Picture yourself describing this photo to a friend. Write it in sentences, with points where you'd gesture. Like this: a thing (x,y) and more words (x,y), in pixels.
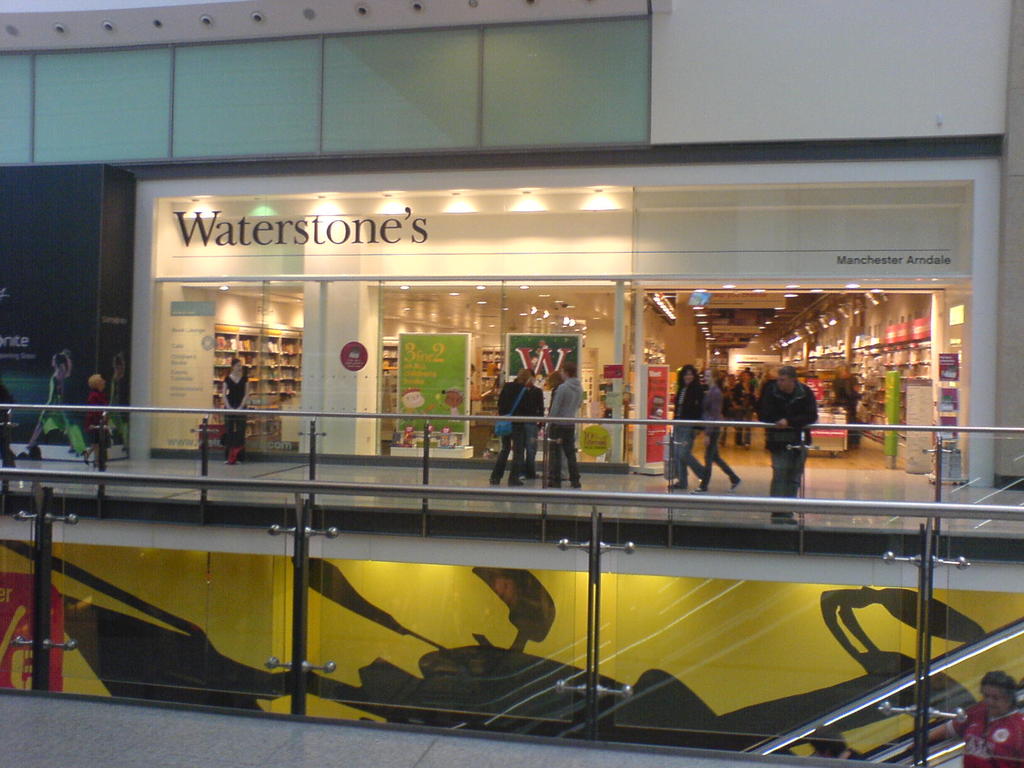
This is a building (672,323) and here we can see people (693,432) and there are stores (712,330) and boards (415,343) and there are railings (802,495). At the top (605,208), there are lights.
